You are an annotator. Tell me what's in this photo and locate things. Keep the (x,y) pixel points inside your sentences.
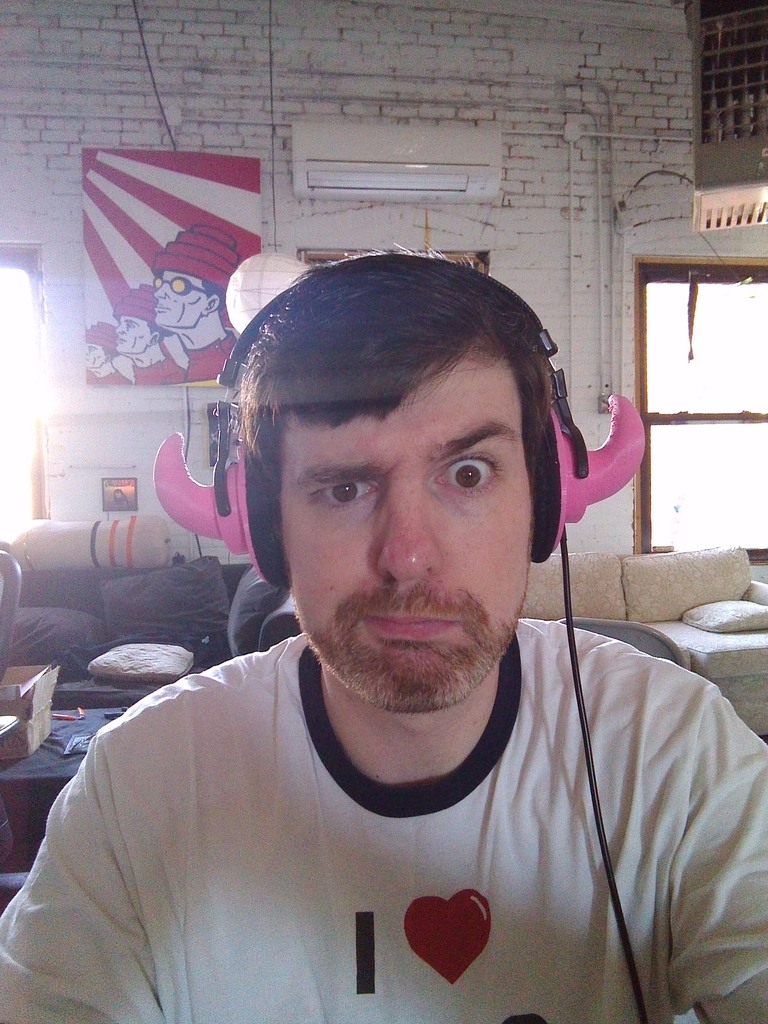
This image is clicked inside a room (631,161). There is AC (404,159) at the top (303,167). There is sofa (690,570) on the left side (162,674) and right side (686,603). There are windows (22,301) on the left side (16,438) and right side. There is a person (704,885) in the middle (404,608). He is using headphones (211,524).
